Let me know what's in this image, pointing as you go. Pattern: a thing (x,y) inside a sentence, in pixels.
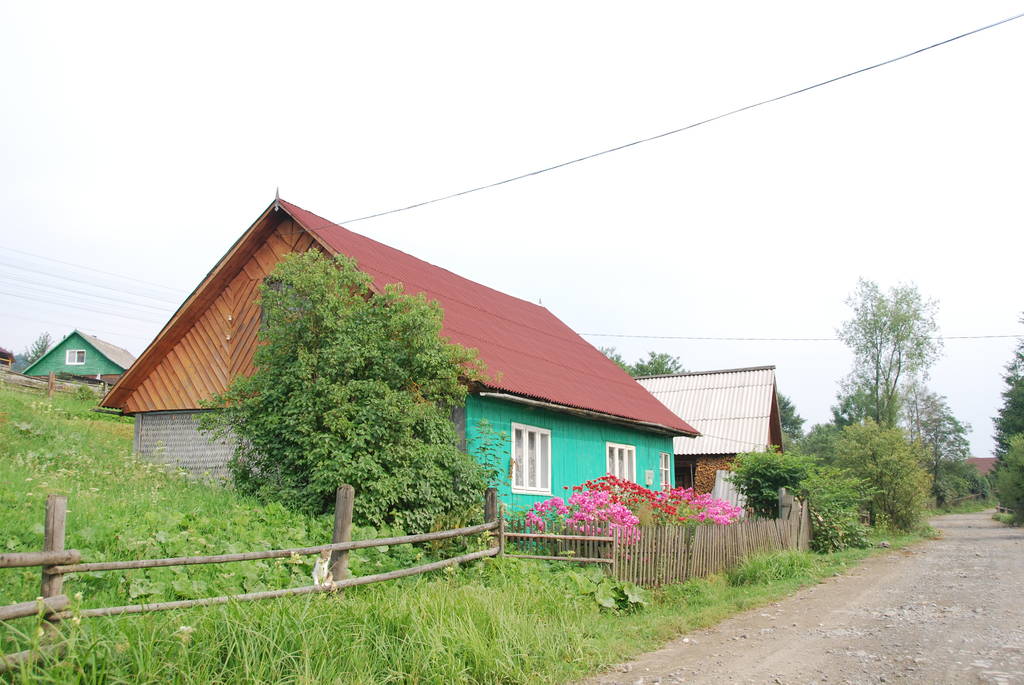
In this image there is grass (458,590), plants (549,549), flowers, trees (281,401), houses (510,449), wooden fence (641,557), and in the background (706,308) there is sky (399,143).
